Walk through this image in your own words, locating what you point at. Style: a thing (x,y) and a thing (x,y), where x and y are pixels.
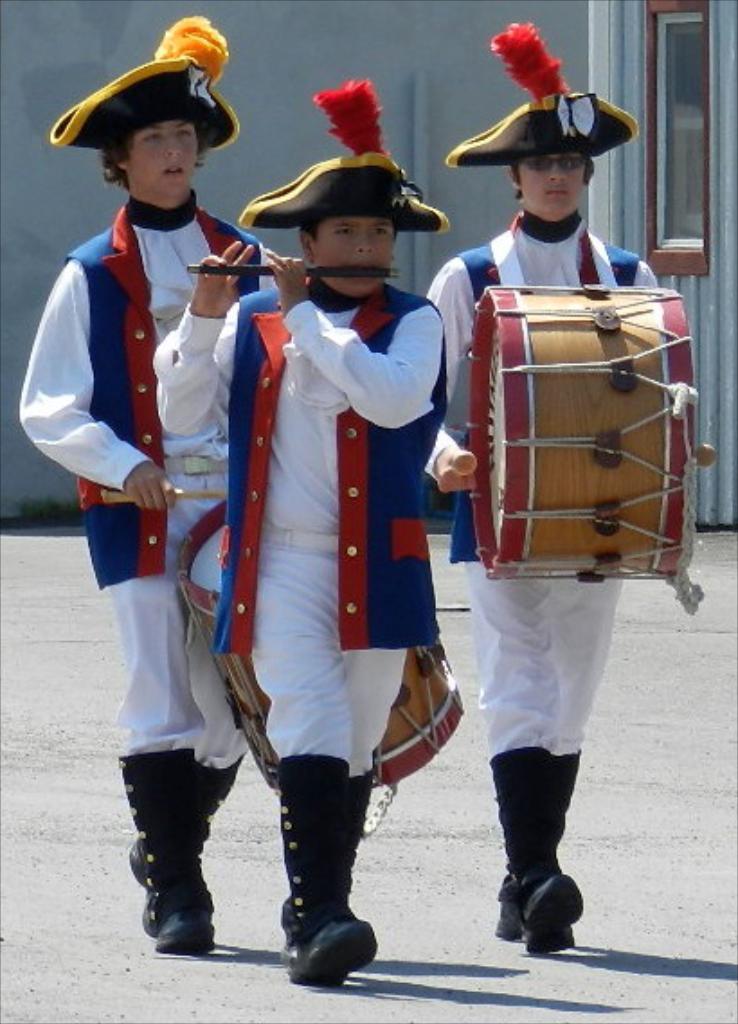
In this picture we can see three men (216,357) walking with two are playing drums (581,361) and one is playing flute (227,270) and they wore caps (424,215), jackets (281,383) and in background (351,60) we can see wall (455,76), window (663,90), pipes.
